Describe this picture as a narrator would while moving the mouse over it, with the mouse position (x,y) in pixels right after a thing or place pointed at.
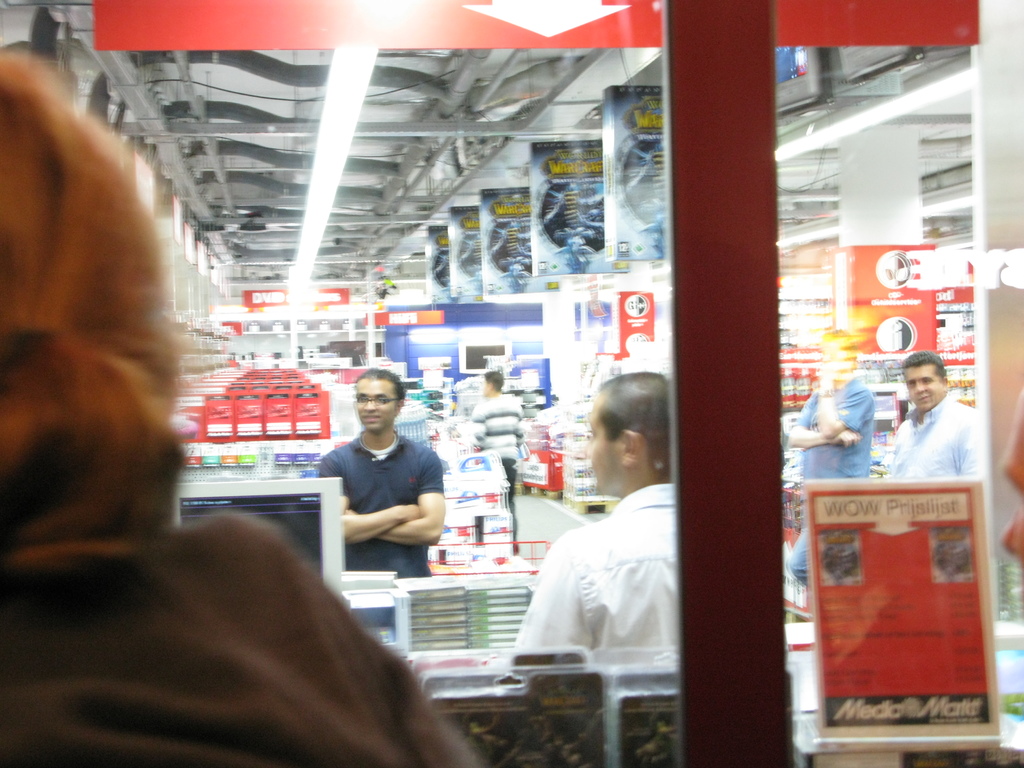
In this picture there is a person (267,614) and we can see poster (889,680) on the glass (559,367), through this glass (580,358) we can see people (417,512), lights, rods (233,234), floor (561,527) and there are objects (349,350).
